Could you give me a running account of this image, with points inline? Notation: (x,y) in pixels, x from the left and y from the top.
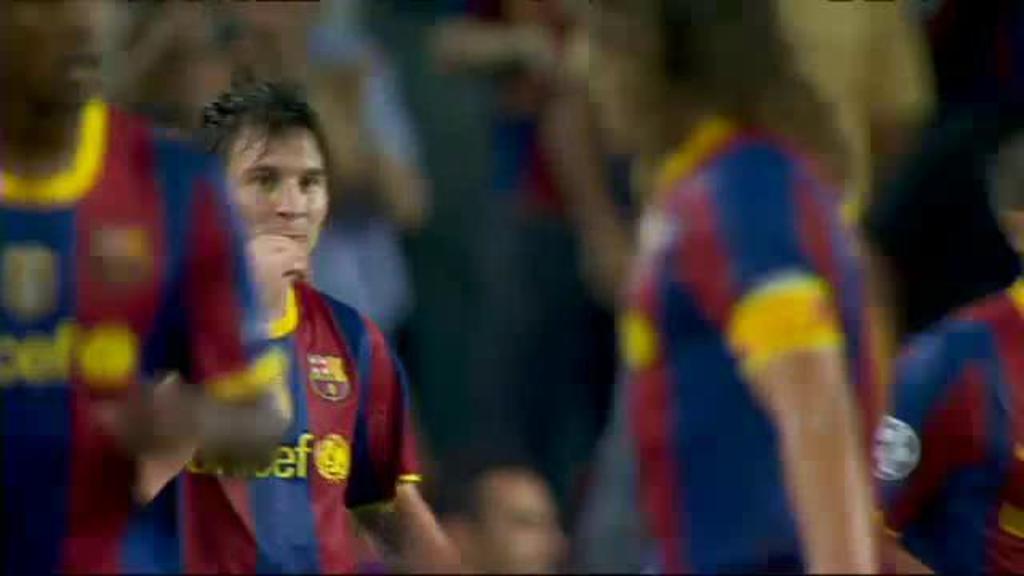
In the image there are many foot ball players (199,242) walking, in the background (516,12) there are few people (405,313) standing.
